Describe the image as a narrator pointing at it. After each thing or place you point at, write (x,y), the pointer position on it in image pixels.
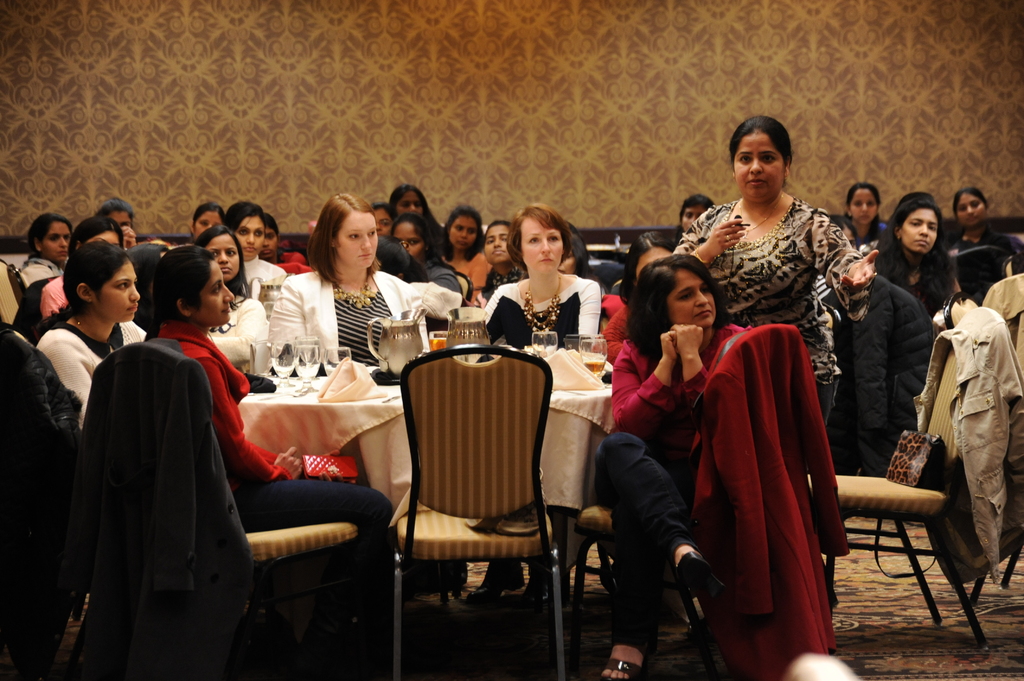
Few persons (682,450) are sitting on the chair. This person (735,247) standing. We can see table (392,415) and chairs (909,502). On the table (316,387) we can see glass (304,380), jar (467,323), paper (351,366), cloth (297,391). This is floor (952,639). On the background (414,133) we can see wall (368,104).
